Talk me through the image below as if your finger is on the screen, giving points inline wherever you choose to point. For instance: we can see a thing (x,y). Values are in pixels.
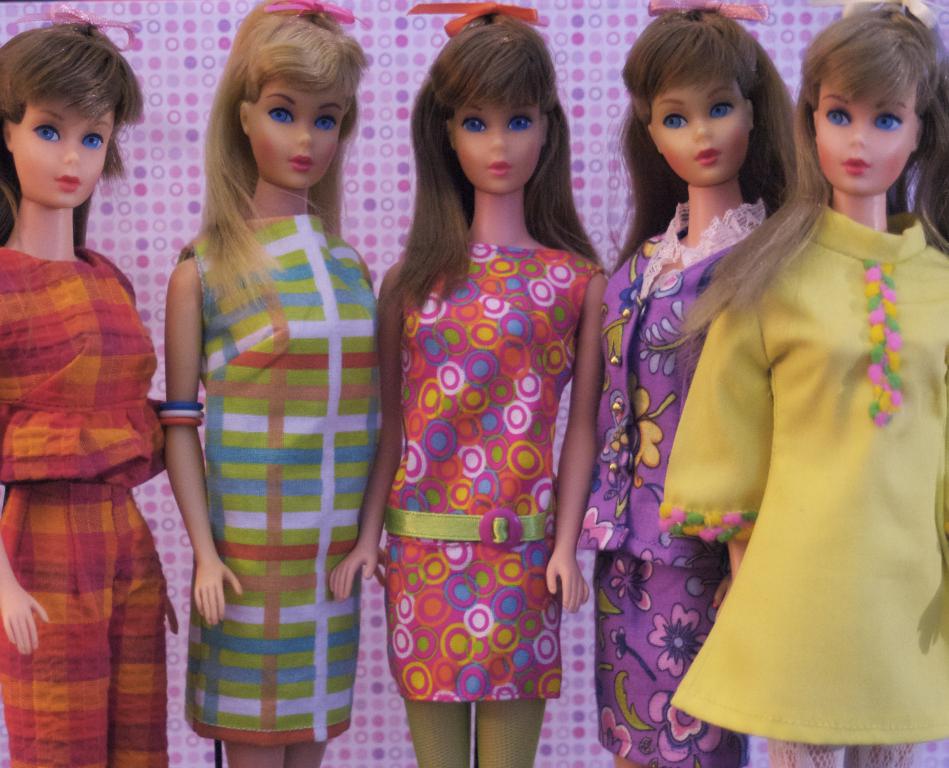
In this picture we can see few barbie dolls (479,410).
